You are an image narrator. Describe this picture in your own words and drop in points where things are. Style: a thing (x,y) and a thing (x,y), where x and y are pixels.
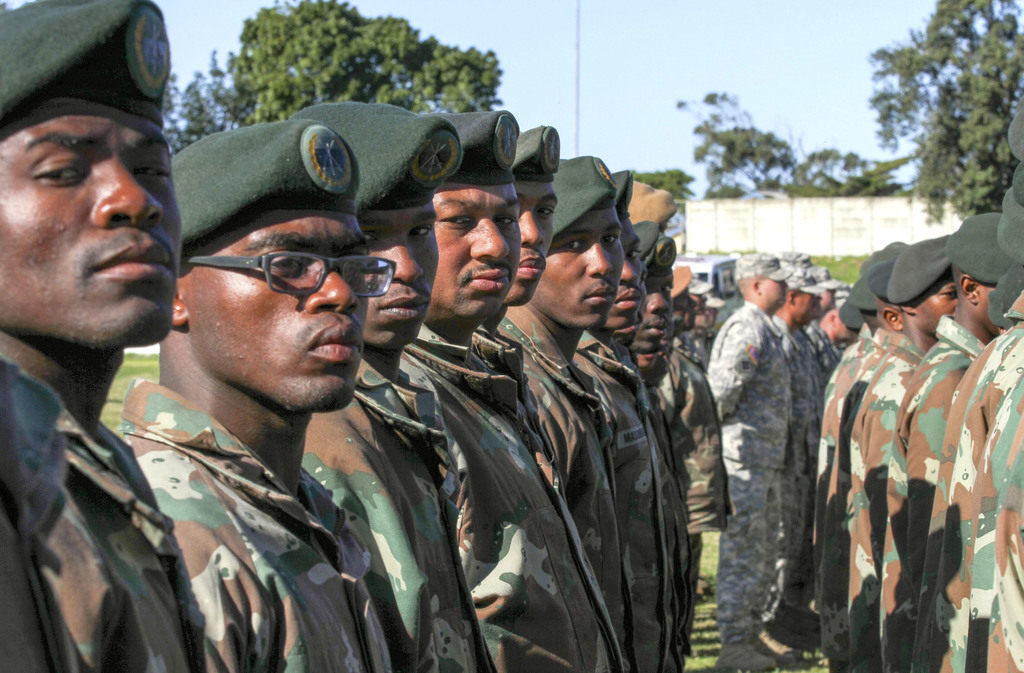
In the center of the image (437,319) we can see people (695,472) standing in a row. They are wearing uniforms (742,403). In the background (738,162) there are trees (965,126), a wall (771,201) and a sky (639,71).
